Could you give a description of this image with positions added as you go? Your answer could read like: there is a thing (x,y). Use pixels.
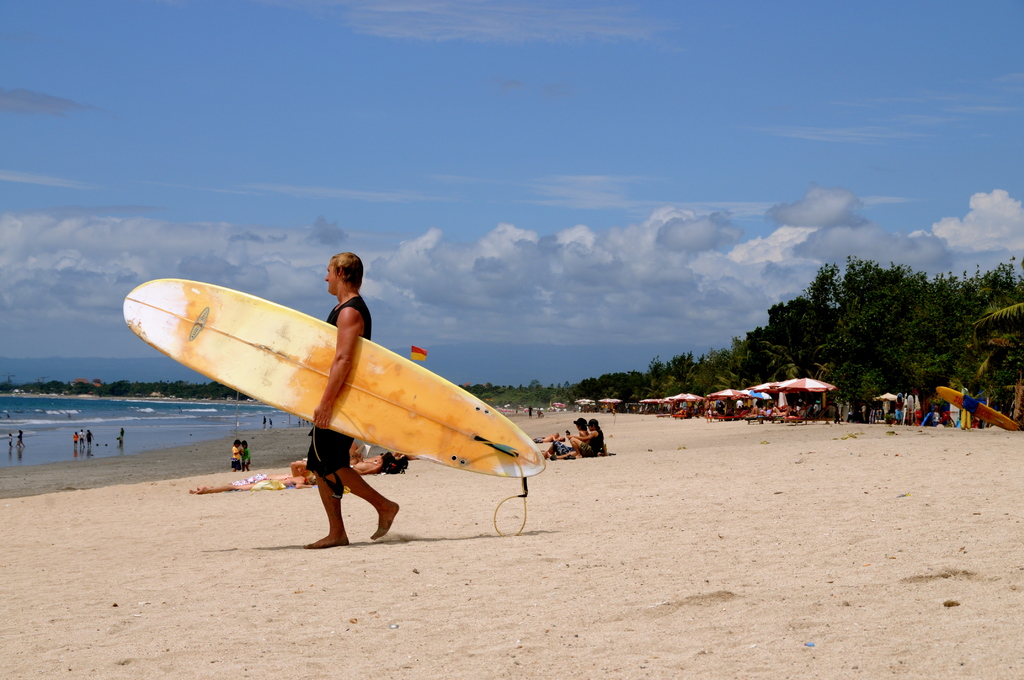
In this image there is sand (741,577) at the bottom (634,608). There are people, beach chairs (732,415) and umbrellas (793,391), trees (997,397) on the right side (822,370). There are people (380,455) in the foreground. There is water (91,448) and there are people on the left corner (19,408). There are trees (30,387) in the background (13,391). There is sky (651,182) at the top (575,148).
